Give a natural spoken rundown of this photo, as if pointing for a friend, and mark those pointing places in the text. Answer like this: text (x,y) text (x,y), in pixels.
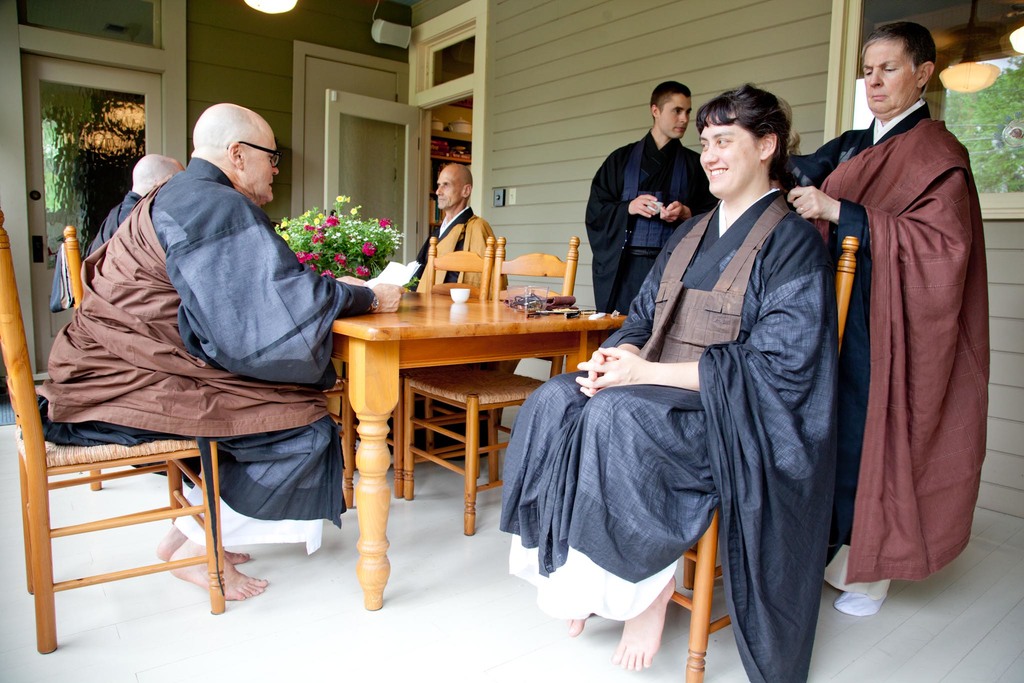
In this image I can see people (684,127) where two of them are standing and rest all are sitting on chairs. I can also see a smile on few faces (720,154). Here I can see he is wearing a specs (281,151). I can also see a table (446,316) and on this table (422,345) I can see flowers (342,242) and a cup (456,291). In the background (371,152) I can see few doors (366,108).
